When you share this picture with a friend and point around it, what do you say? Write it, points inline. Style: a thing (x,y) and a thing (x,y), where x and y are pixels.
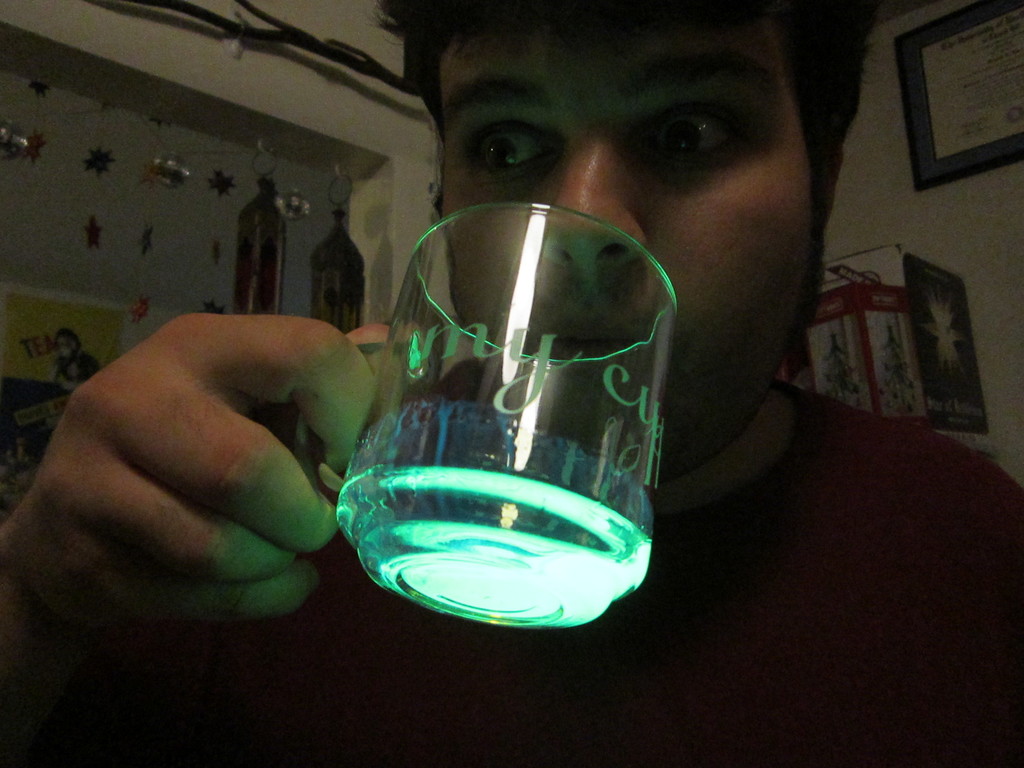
The man (249,450) in the picture is holding a cup (451,485) in his hand (340,410) and he is drinking liquid (421,486) from the cup (421,486). Behind him, we see a white wall (355,116) on which photo frame (943,160) and posters (913,319) are placed. This picture is clicked in the dark.
